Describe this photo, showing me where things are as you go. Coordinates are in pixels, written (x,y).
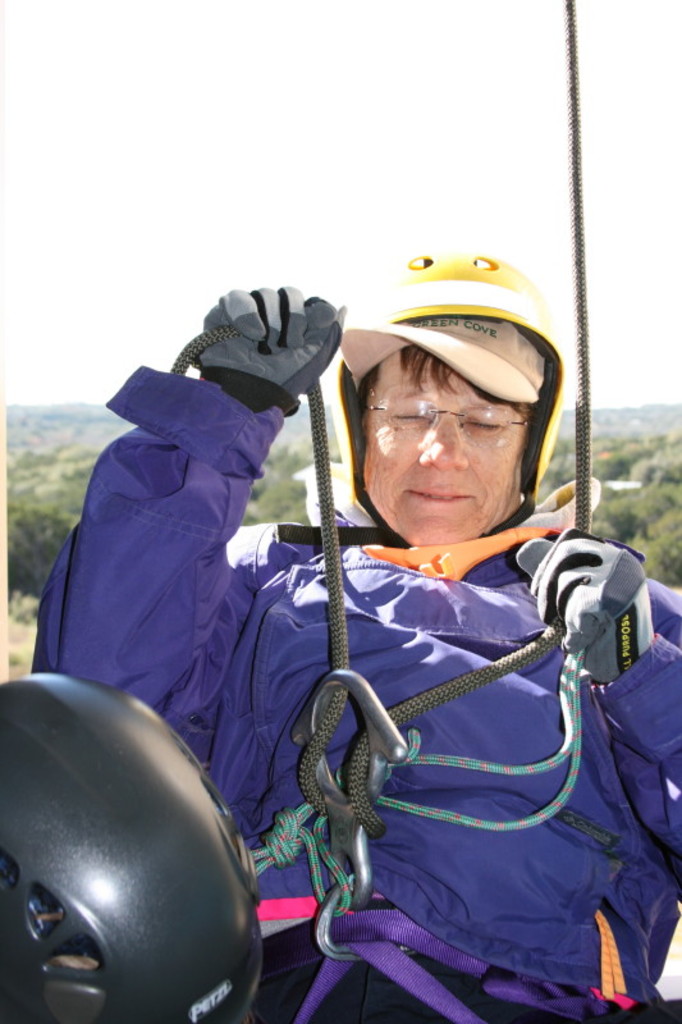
In this image, we can see a person (465,702) is wearing a jacket (394,791), helmet (535,322), gloves (636,563) and glasses (389,426). She is holding ropes (340,608). Background (670,480) we can see so many trees (650,539) and sky (210,166).
